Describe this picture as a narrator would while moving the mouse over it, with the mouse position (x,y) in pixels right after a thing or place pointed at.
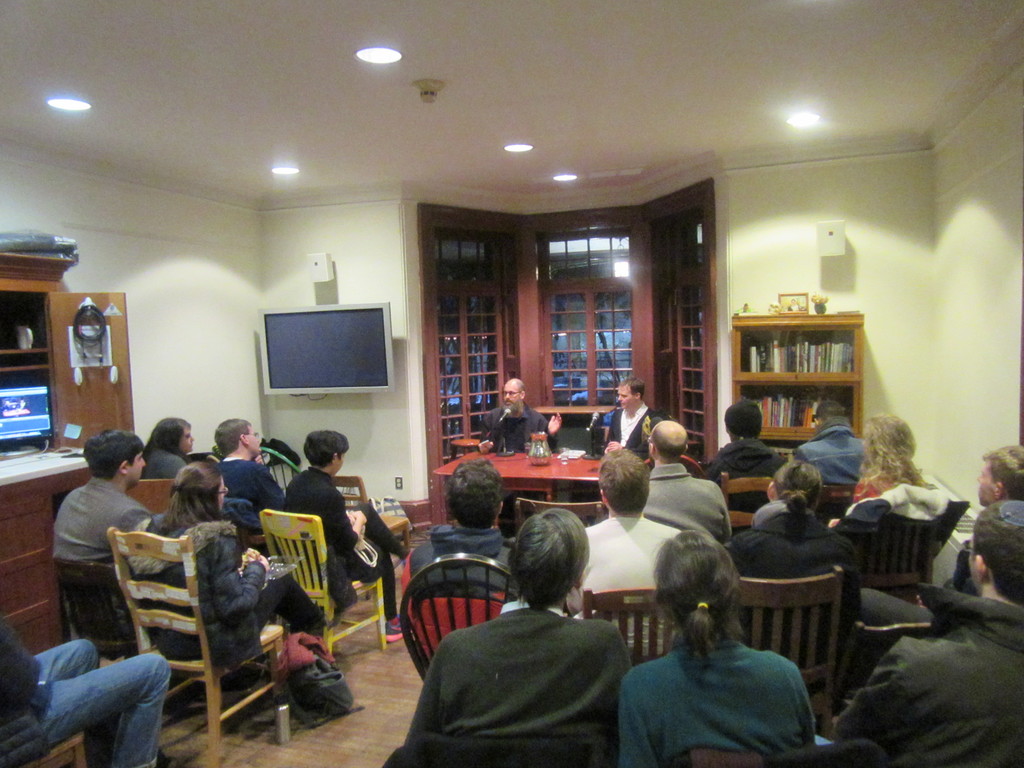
In this image we can see a few people (489,553) sitting on the chairs (415,631), there are some objects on the table (596,470), there is a mic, there are bags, there are books (808,345) on the rack (831,320), there is a TV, there are windows (476,357), there is a monitor (36,395) and some other objects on the table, there are lights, also we can see the roof (360,108), and the wall (914,400).
